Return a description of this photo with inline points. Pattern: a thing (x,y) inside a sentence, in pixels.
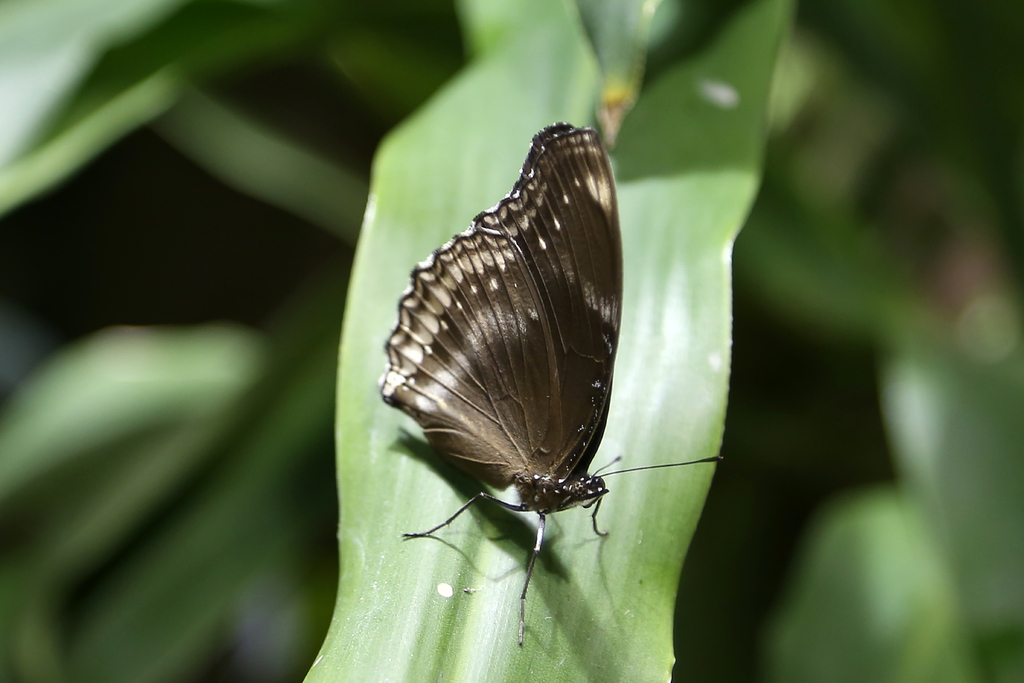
In this image we can see a butterfly (549,457) on a leaf (615,496).
